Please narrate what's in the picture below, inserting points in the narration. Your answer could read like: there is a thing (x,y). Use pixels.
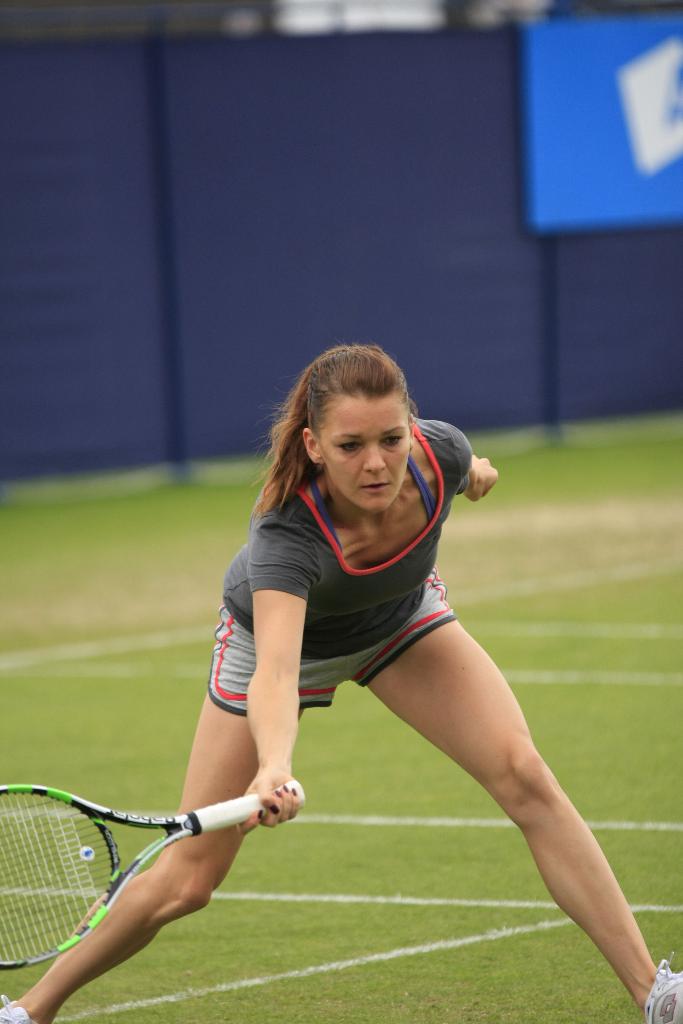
This picture describes about woman (347,585) playing a game and she is holding a bat (184,833), we can see ground (580,645) and a hoarding (592,77).
